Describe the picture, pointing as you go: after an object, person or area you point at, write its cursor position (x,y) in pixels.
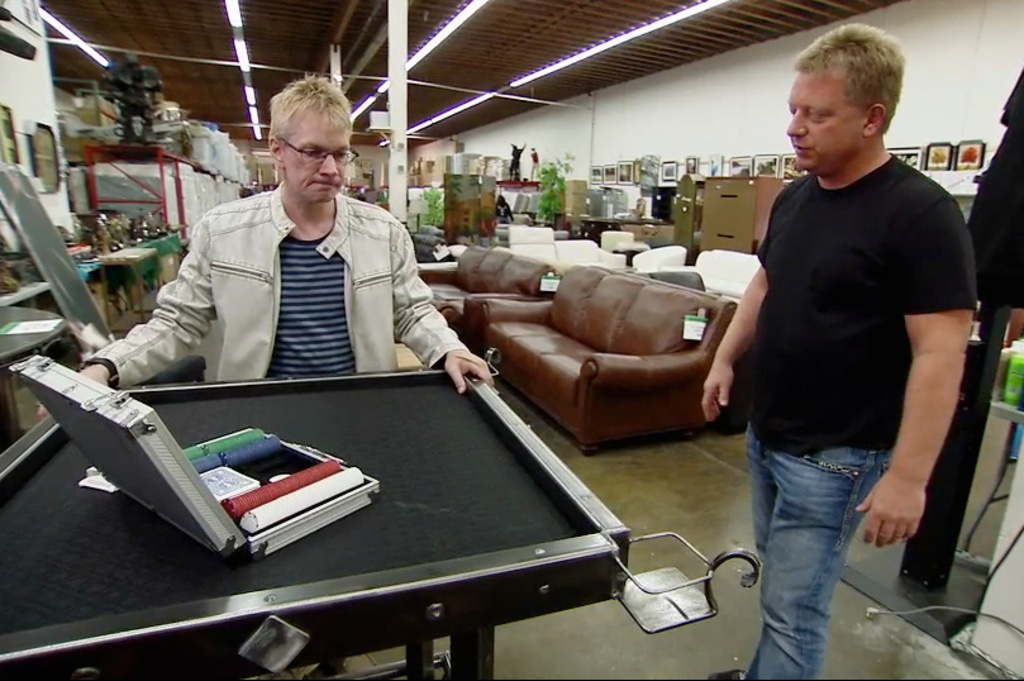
In this image there are two persons (316,300) who are standing and in the middle (583,322) there is a couch (552,313) beside that couch (567,282) there are some chairs (551,240) and cupboards (708,202) are there and on the left side (96,509) there is one table (434,495). On the table (438,509) there is one suitcase (214,497) and on the top (601,20) there is ceiling (519,54) and some lights (610,45) are there and on the left side (164,178) there are some machines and on the right side (725,77) there is one wall (690,83) and on that wall (743,147) there are some photo frames (781,172).
